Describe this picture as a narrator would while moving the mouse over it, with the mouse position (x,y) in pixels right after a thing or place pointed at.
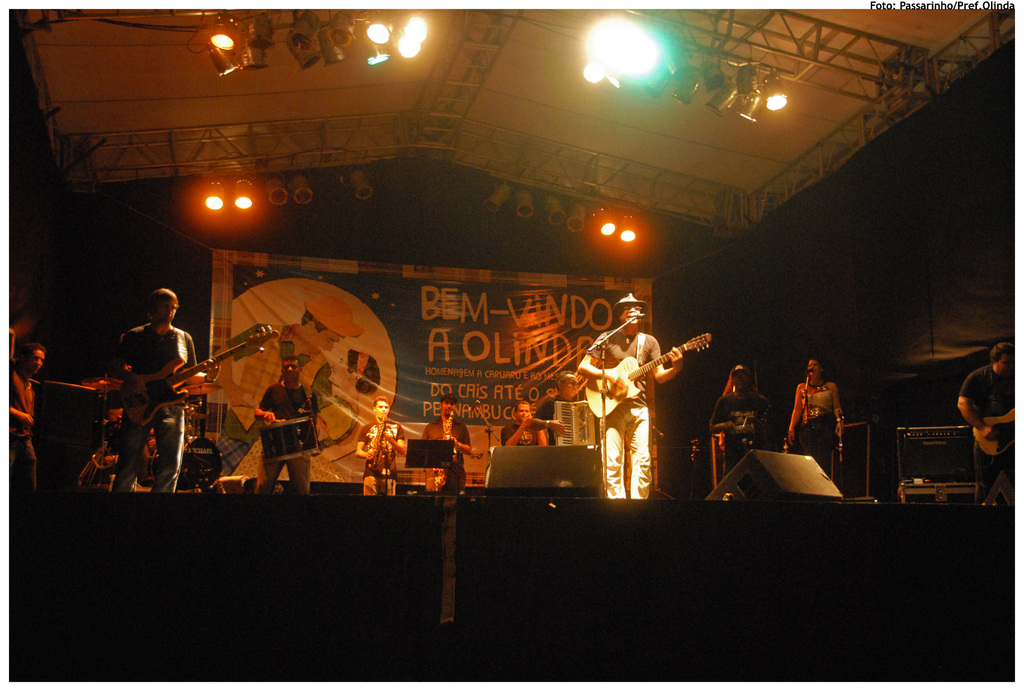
In the middle of this image (636,419), there are persons (762,418) in different color dresses (170,433), standing on a stage (488,494). Some of them are playing musical instruments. On this stage (477,500), there are speakers (519,448) and other objects (152,400) arranged. Above this stage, there are lights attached to the roof (592,157). In the background (520,336), there is a banner (446,349). And the background (30,268) is dark in color.
